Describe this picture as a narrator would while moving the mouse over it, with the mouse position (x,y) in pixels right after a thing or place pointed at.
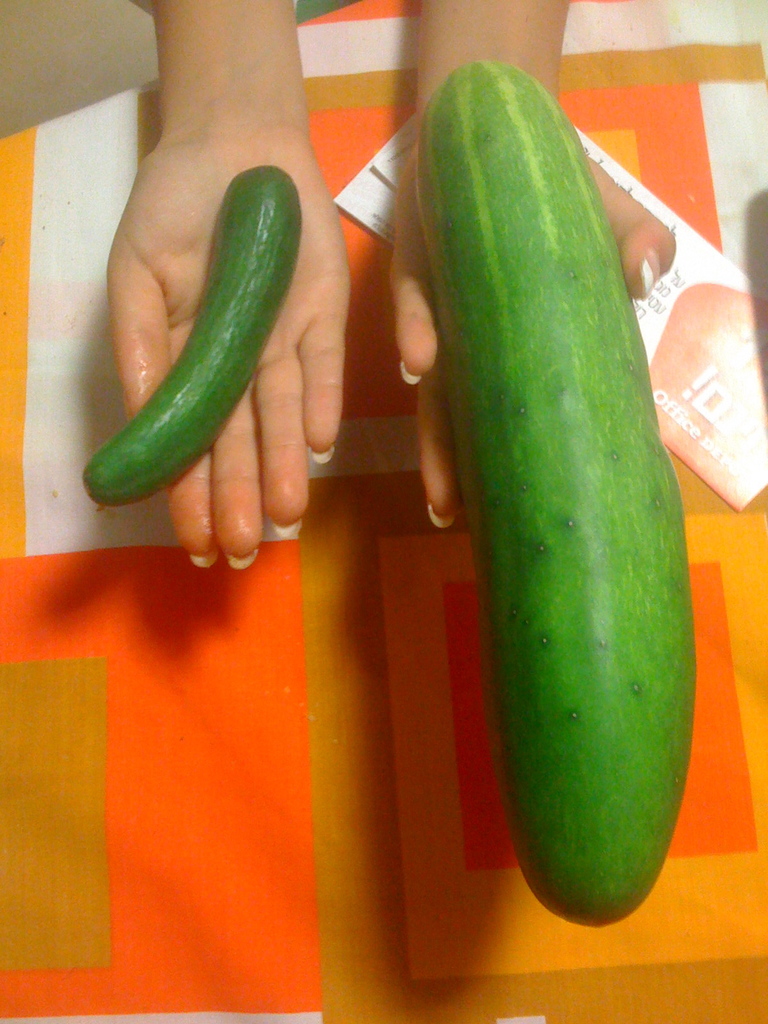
In this picture I can see the two cucumbers (545,167) in the hands (148,218) of a human (148,228), in the background (663,346) it looks like a paper (676,349).
